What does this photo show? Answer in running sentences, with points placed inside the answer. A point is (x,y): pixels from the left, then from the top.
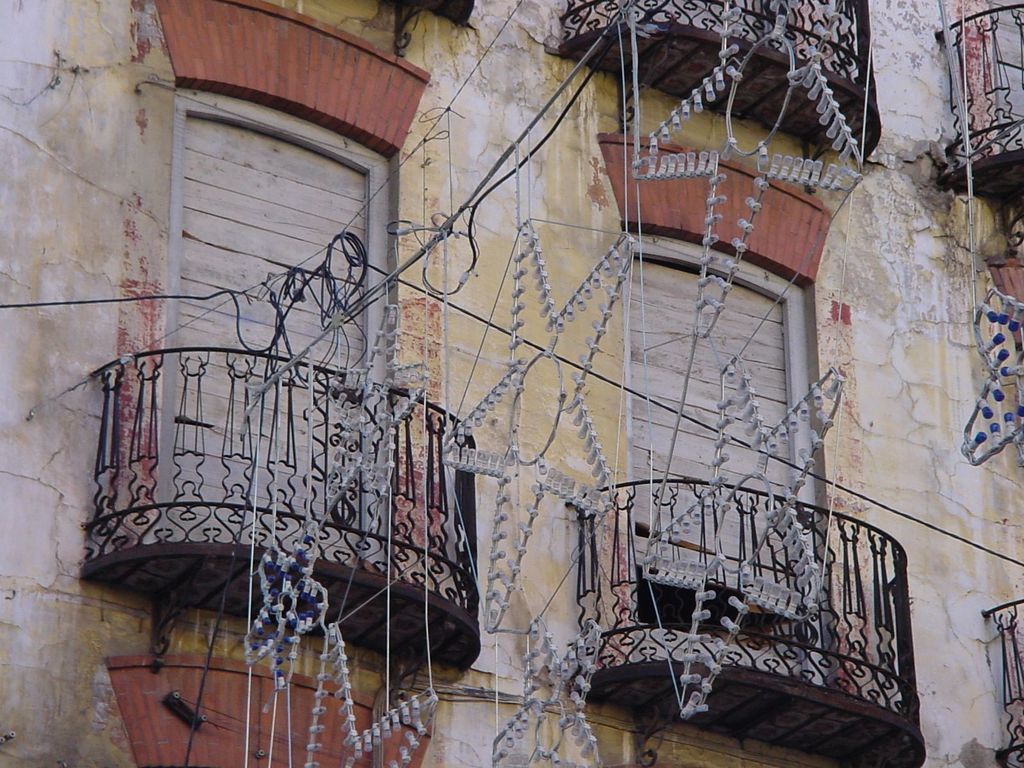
In this image, we can see a wall (71,325) decorated with some lights (982,413). There are doors (209,222) in the middle of the image (647,327).
